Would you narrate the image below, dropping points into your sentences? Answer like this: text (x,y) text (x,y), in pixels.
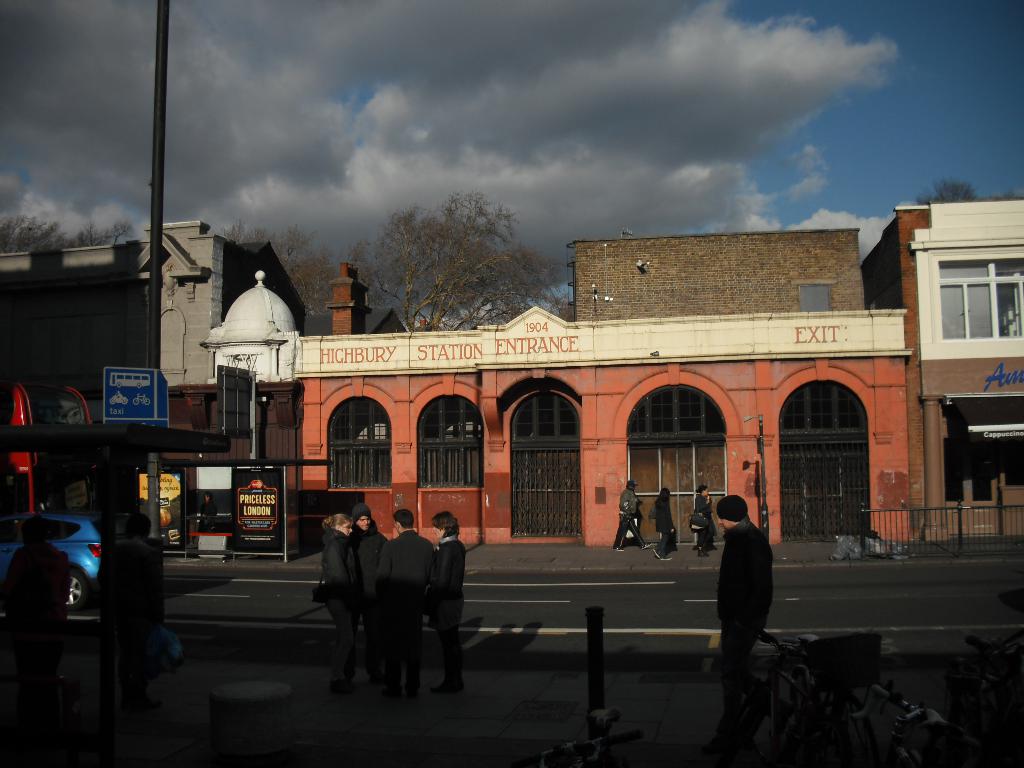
In this image we can see the buildings (674,399), trees (477,286) and also the poles (153,459). We can also see a car (79,578) on the road (230,596). There is a hoarding (255,500) and also some persons (668,529) walking on the path (678,546). We can also see a few people (395,607) standing. There is a cloudy sky (623,155).
